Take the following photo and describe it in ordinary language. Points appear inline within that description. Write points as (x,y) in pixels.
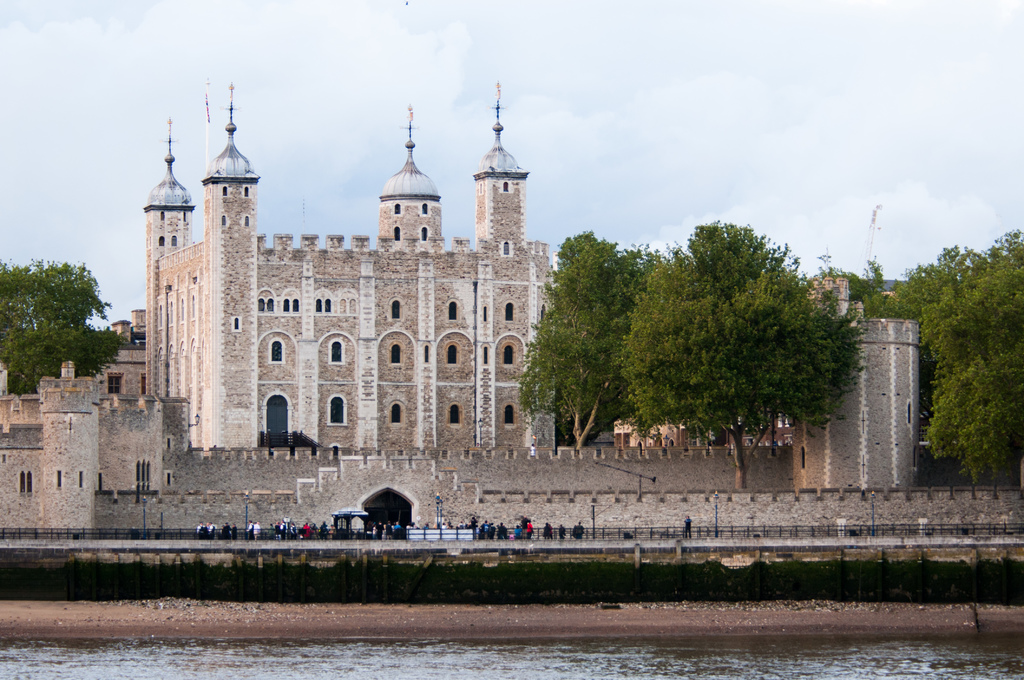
In this image I can see water (390,647) on the bottom side (379,659). In the background (312,533) I can see number of poles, fencing (243,532), number of people (283,530), few buildings (286,499), number of trees (581,428), clouds (481,117) and the sky (400,157).
